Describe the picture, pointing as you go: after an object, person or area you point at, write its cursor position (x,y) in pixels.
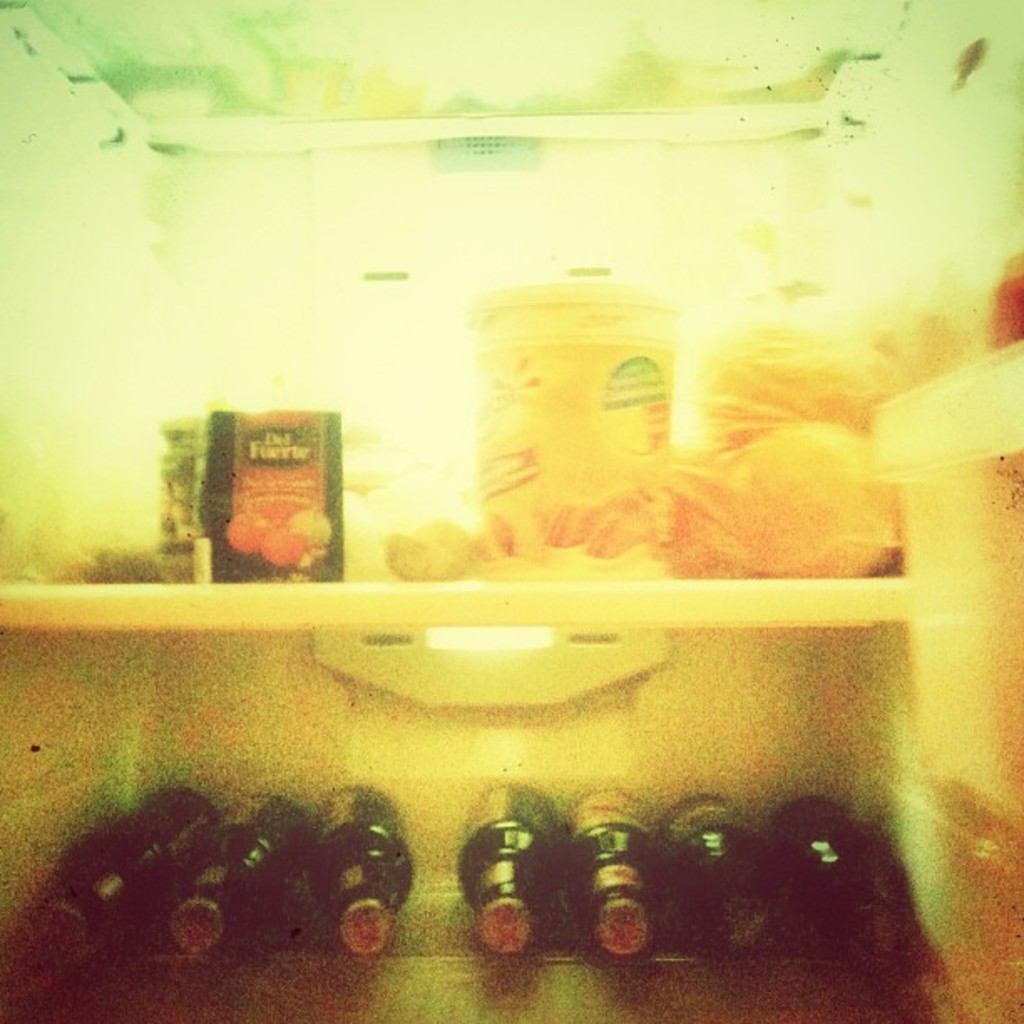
In this picture there is a refrigerator (988,136) in the center of the image (682,586), on which there are bottles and other stock (547,426) inside the refrigerator (20,455).
